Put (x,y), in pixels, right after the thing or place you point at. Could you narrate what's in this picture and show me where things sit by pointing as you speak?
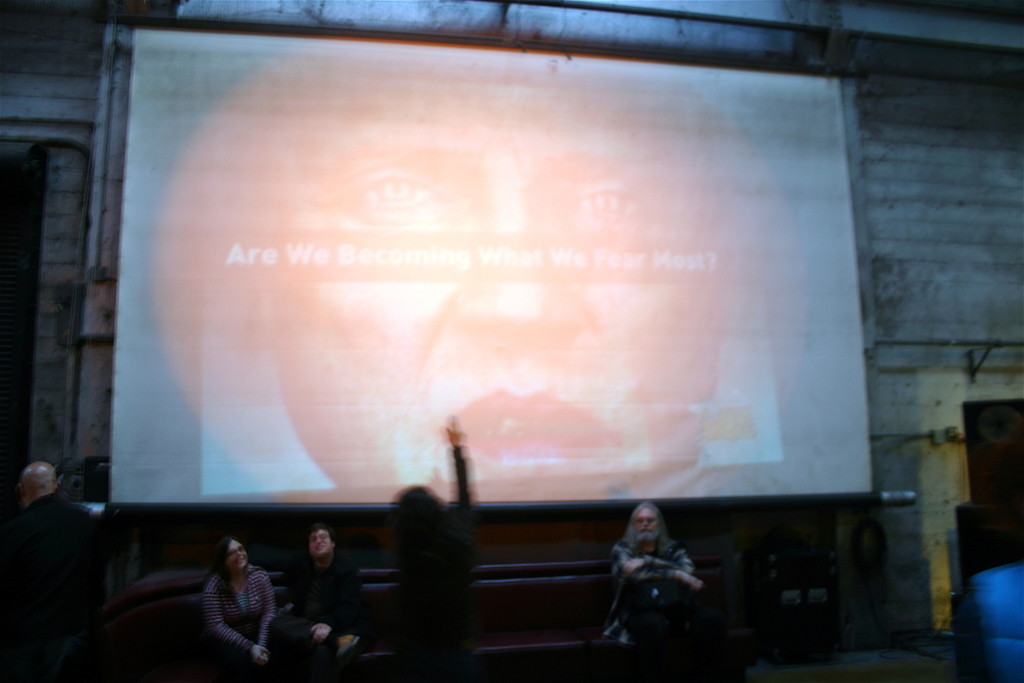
This is a screen (619,343) and a wall (944,410). Here we can see people (250,616) sitting and standing.
